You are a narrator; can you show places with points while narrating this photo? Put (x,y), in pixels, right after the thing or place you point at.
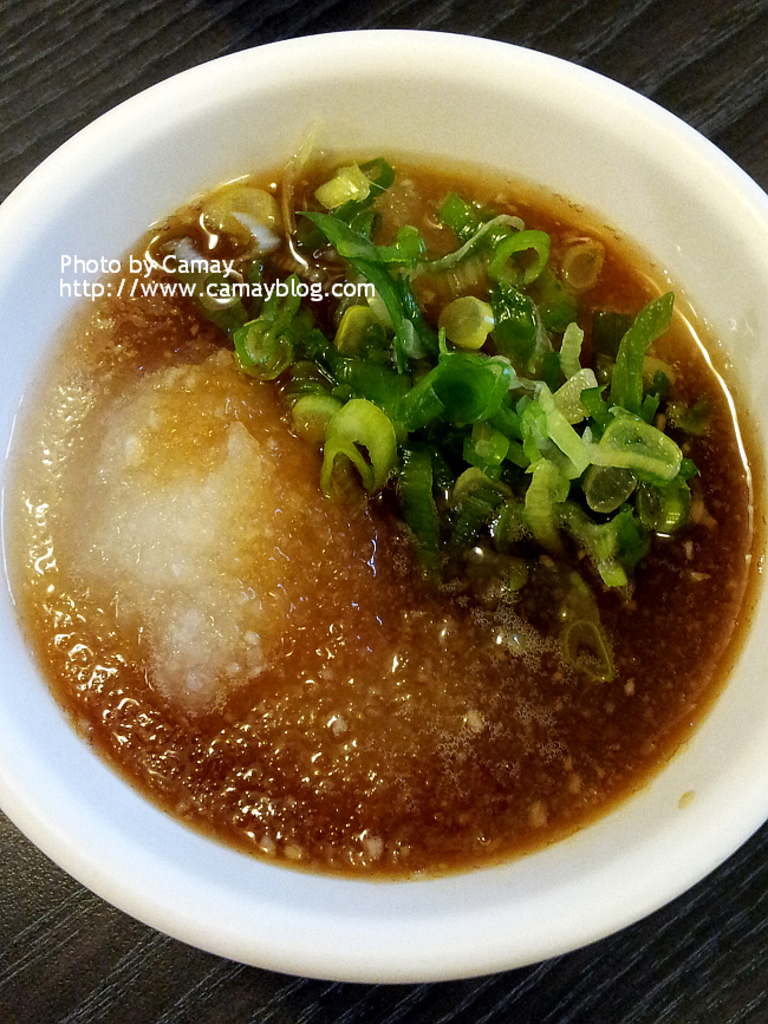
In this image I can see food items (457,392) in a white color bowl (13,240) and at the top left (197,269) there is the water mark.
